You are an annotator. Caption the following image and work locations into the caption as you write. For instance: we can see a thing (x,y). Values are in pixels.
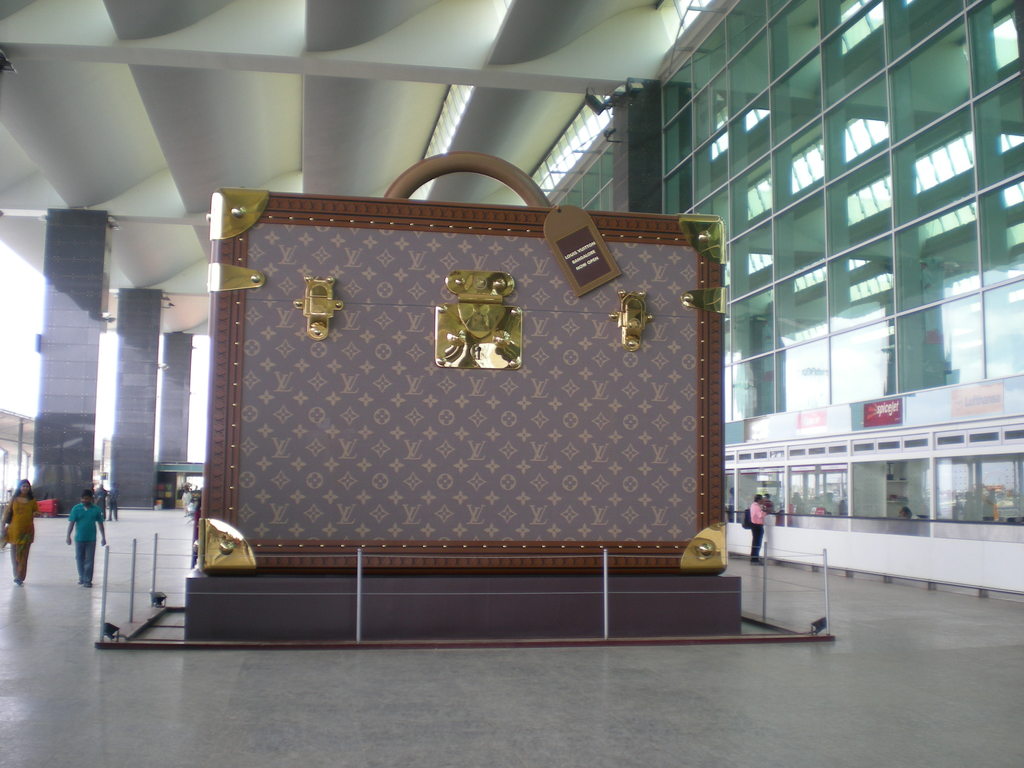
In this picture there is a huge suit case (471,566), there is a fence (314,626) around it, On to the left (69,519) there are two people (22,558) walking and there are poles (141,383).
